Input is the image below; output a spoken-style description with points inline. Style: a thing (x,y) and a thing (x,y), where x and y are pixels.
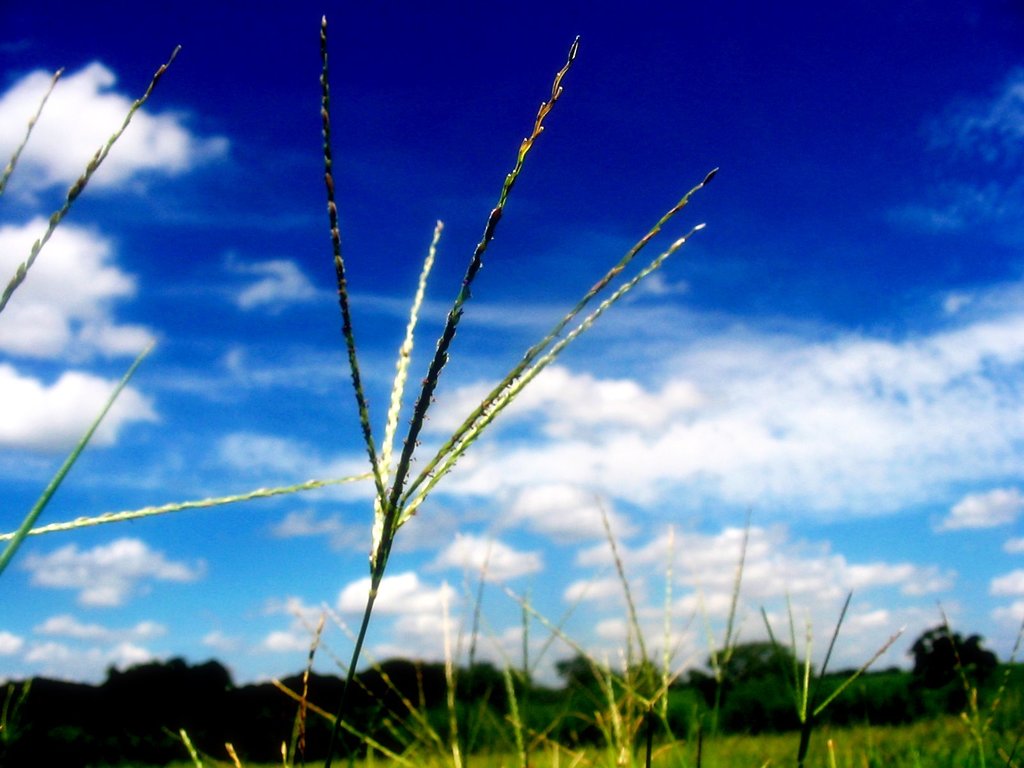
In this image we can see grass (347,682), trees (332,682) and sky (289,280) with clouds (289,280).
